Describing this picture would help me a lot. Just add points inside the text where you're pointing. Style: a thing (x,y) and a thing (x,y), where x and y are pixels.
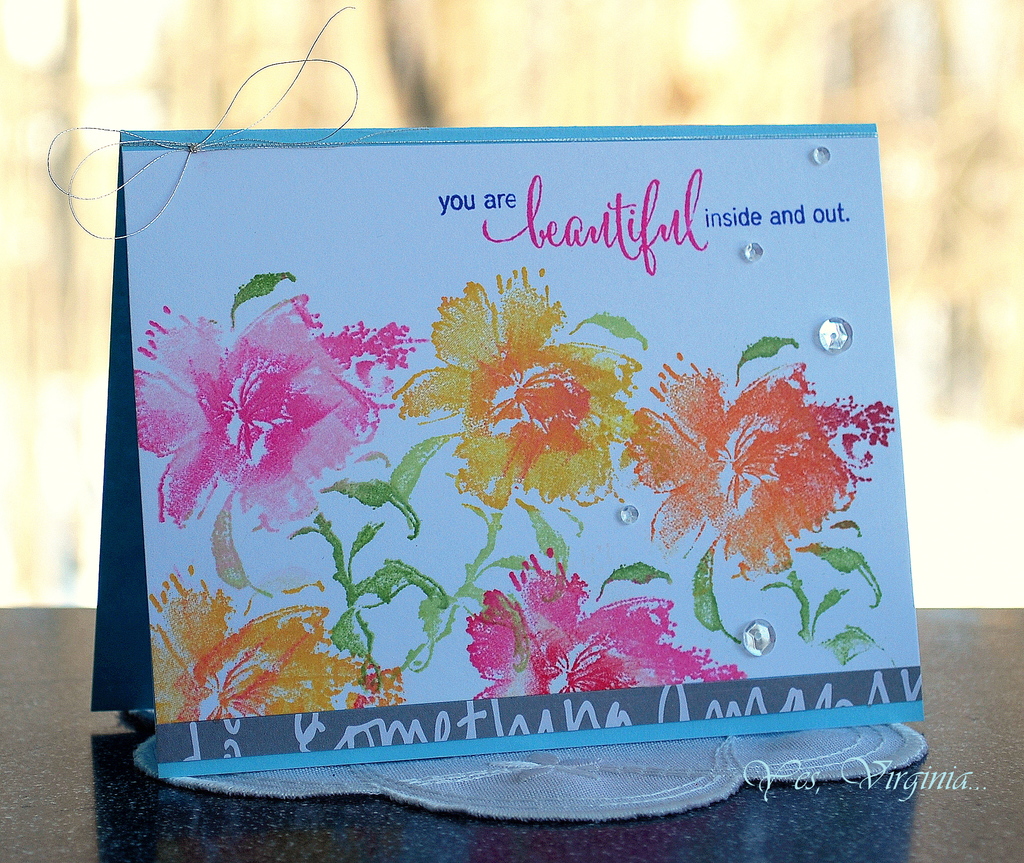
In the center of the image (577,468) there is a greeting card (548,601) placed on the table (105,842).
